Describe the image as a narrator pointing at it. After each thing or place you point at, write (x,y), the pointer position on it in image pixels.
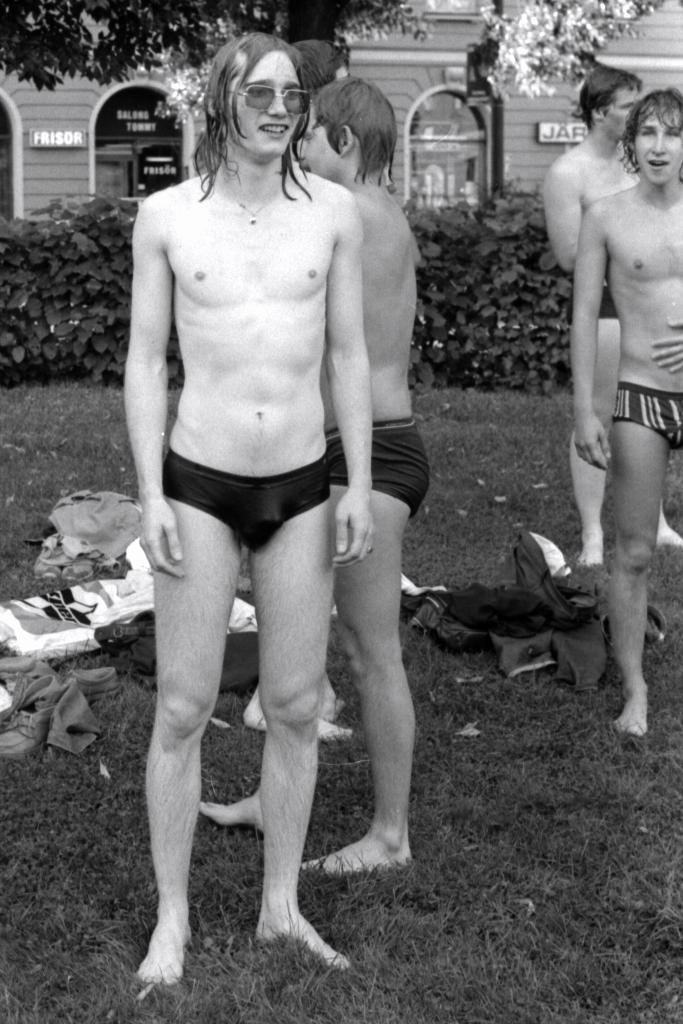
It is a black and white image. In this image we can see the people (630,728) standing. We can also see some clothes (117,524), shoes (44,683) and also the grass (451,958). In the background (38,313) we can see the plants (10,315), trees (356,39) and also the building (381,86). There is a person (294,125) wearing the glasses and standing.
